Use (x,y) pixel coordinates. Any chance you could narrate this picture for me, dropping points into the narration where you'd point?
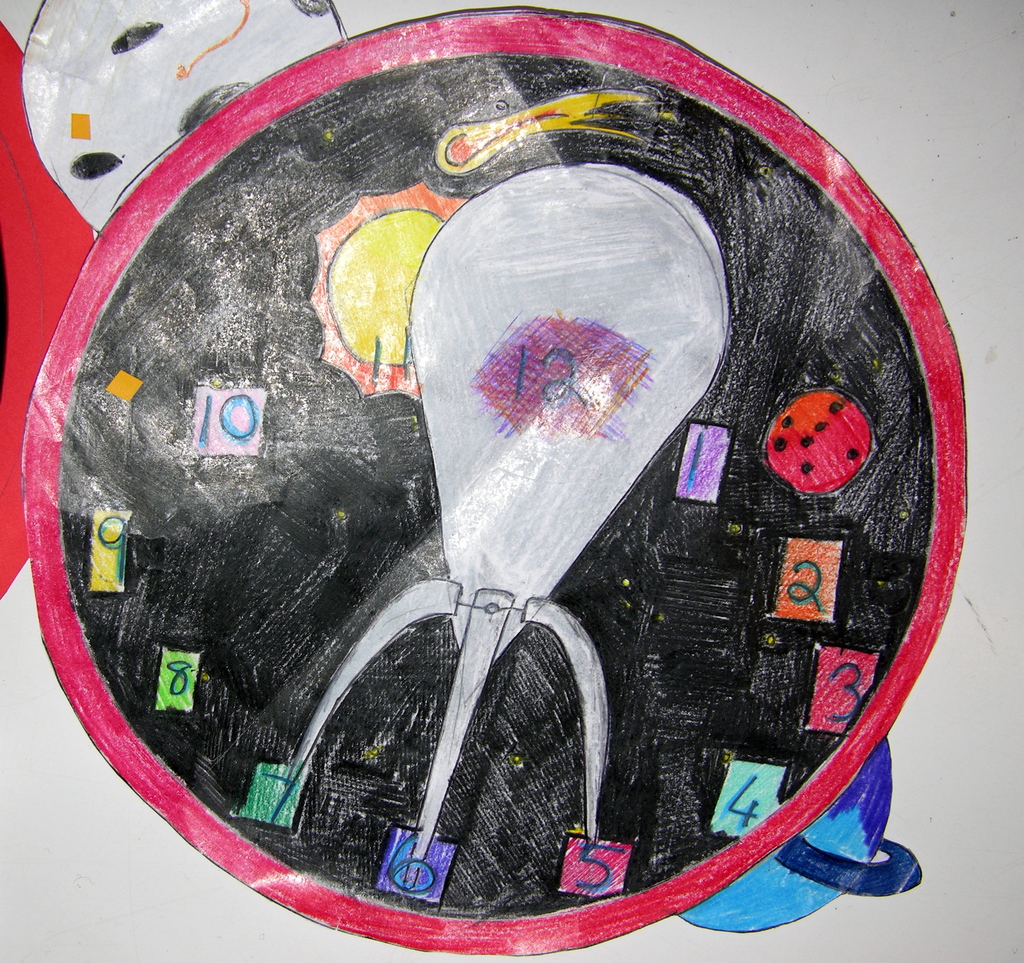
In this image there is a paper (639,739) having painting (311,609). There are numbers (829,568) and few objects (393,320) are painted on the paper (909,861).
